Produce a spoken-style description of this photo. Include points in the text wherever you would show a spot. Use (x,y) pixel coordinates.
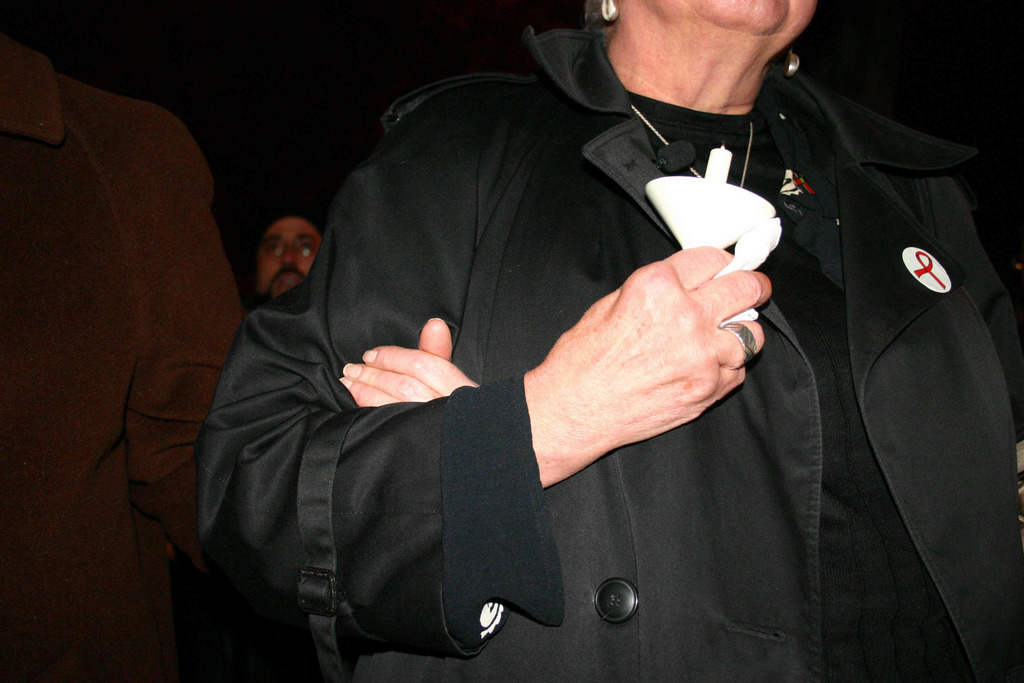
In this image I can see three people (298,301). I can see two people (451,414) wearing the black and brown color dresses (452,302). And there is a black background (224,187).
